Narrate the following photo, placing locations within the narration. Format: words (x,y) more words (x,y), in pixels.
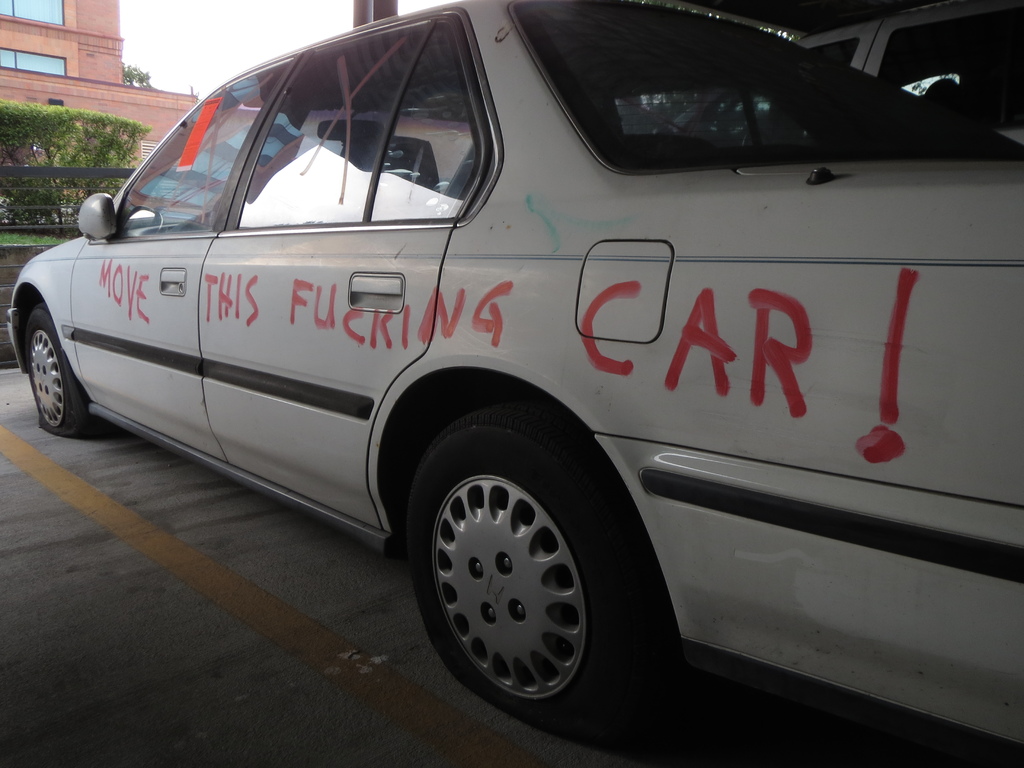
In this image we can see a car (526,203) and there is some text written on it and behind we can see a vehicle (914,11). In front of the car (15,311) we can see a plant (34,118) and fence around it and there is a building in the background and to the side there is a tree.
